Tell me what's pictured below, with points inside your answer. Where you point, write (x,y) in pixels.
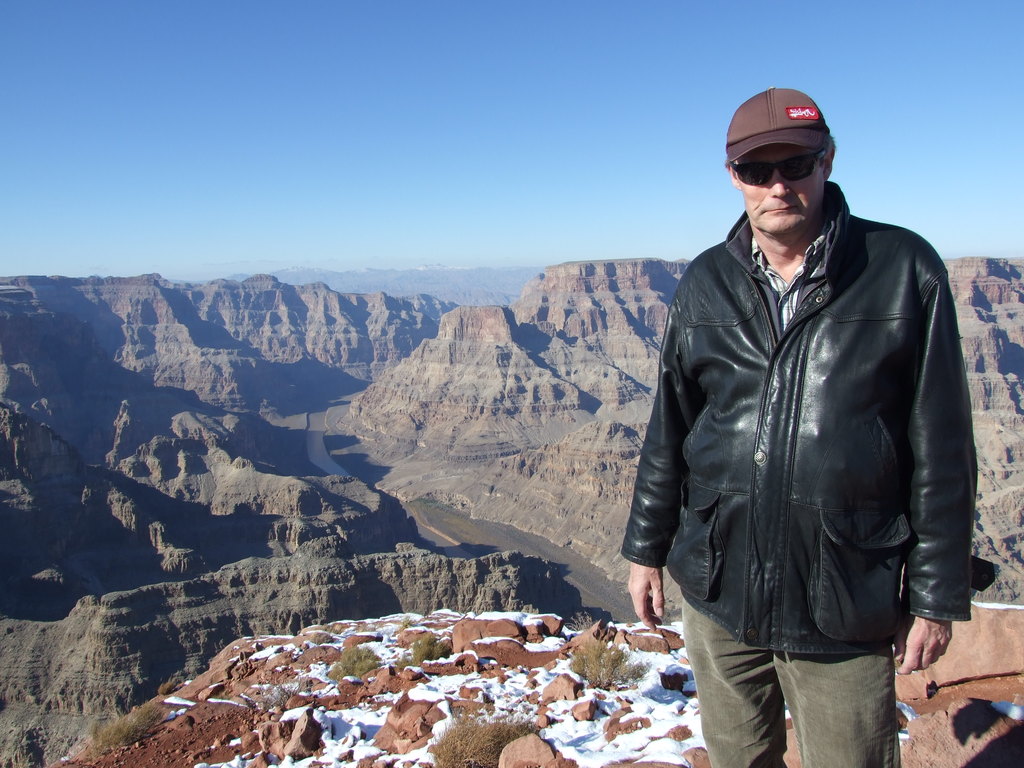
In this image in the right (833,380) one man (833,300) wearing black jacket (716,265), cap (756,125) and glasses (753,181) is standing. On the ground (408,666) there are shrubs (602,662), stones (310,727), snow (353,715). In the background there are hills (296,325). The sky (355,166) is clear.
